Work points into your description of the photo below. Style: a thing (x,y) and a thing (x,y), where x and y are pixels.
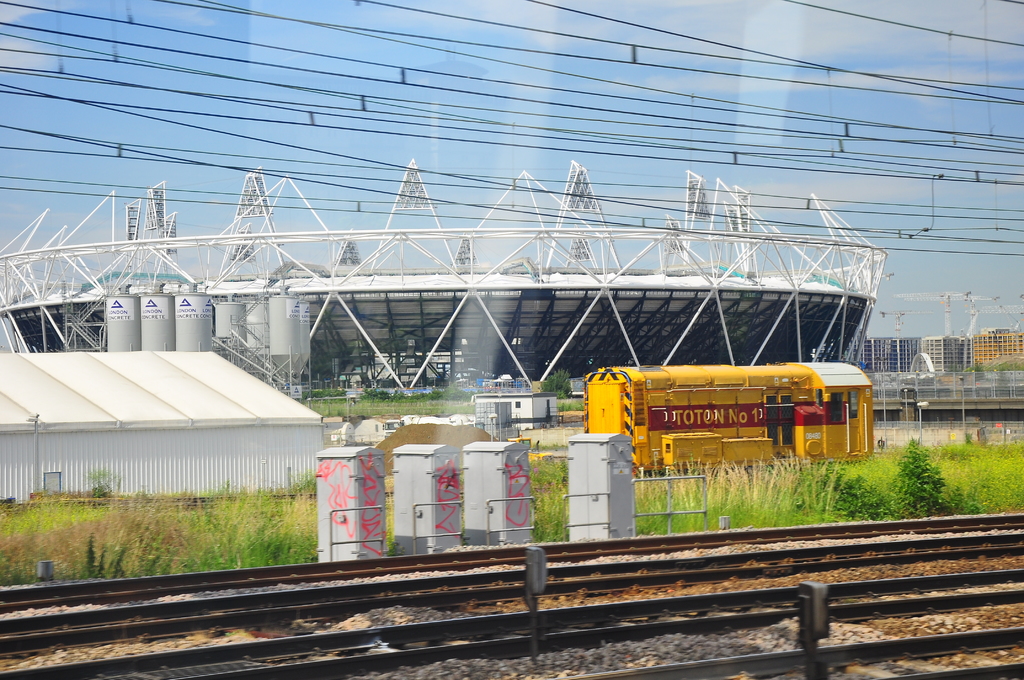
In this image in front (474,591) there are railway tracks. Beside the tracks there are electrical boxes (482,505). At the bottom of the image (805,494) there is grass (865,480) on the surface (912,478). At the center of the image (639,410) there is a train engine (675,382). At the backside of the image (343,335) there is a stadium (518,281). In the background (902,339) there are buildings (893,352) and sky (945,255). At the top of the image (552,136) there are electric wires (769,158).
